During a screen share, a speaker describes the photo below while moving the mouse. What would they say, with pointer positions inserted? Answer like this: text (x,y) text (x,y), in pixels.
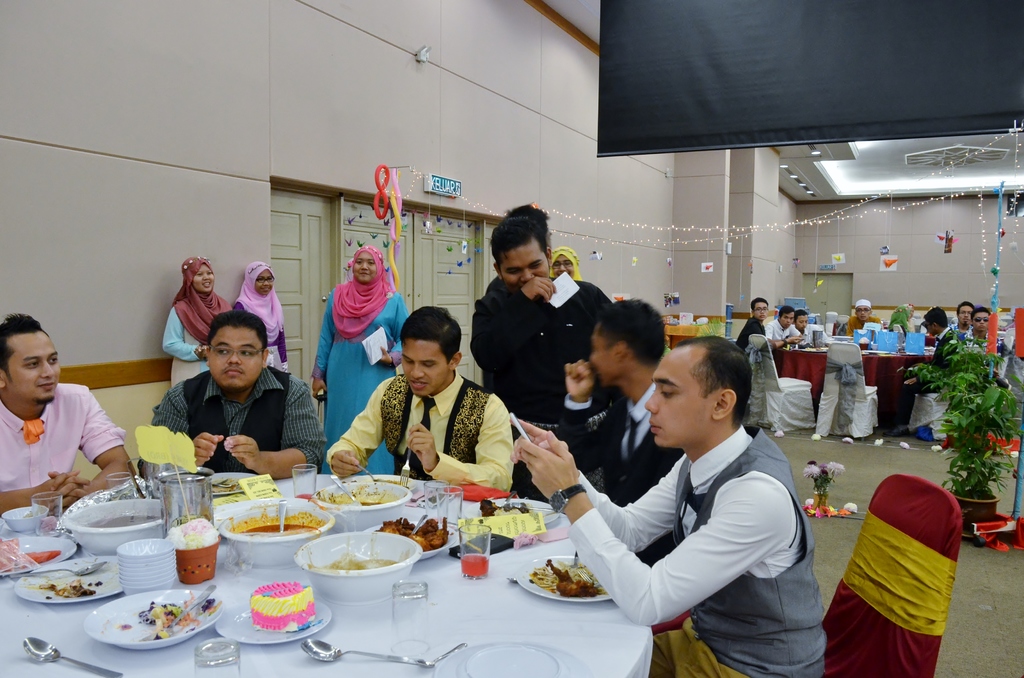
In this image we can see some persons (375,439) that are sitting and standing on the floor (939,477). In addition to this we can see tables (282,482), cutlery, crockery (223,611), food (186,602), walls (258,167), lights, plants (931,366), decors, doors (449,210) and floor (977,628).
